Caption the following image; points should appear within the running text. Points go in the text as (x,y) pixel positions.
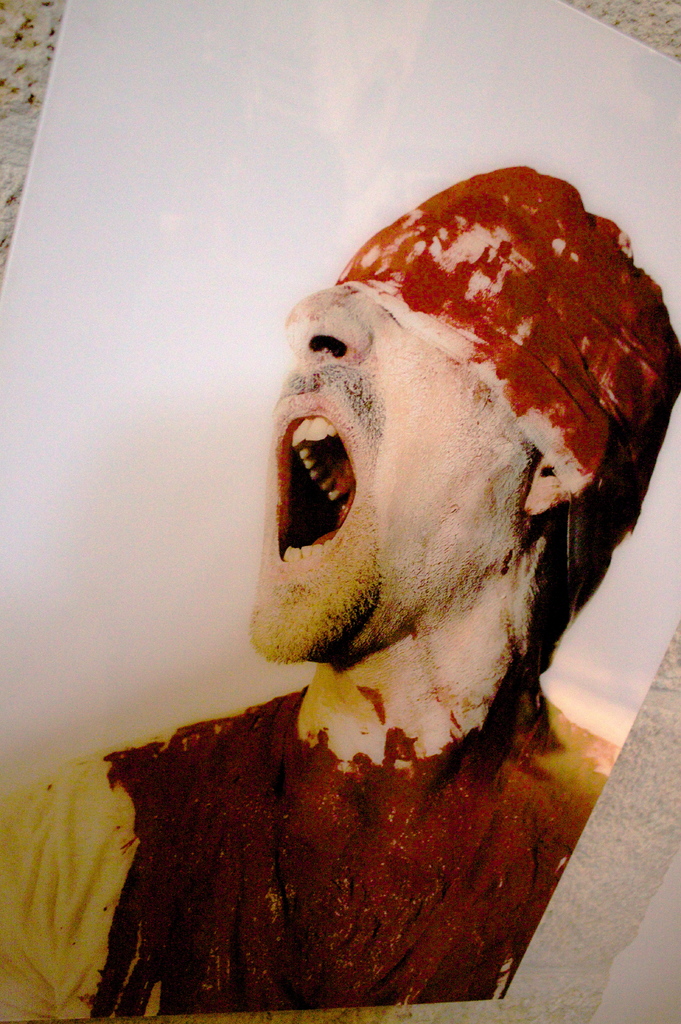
In the image there is a photograph (345,823) on an injured man (423,723) with band (506,270) over his head (465,524) on the wall (631,909).
